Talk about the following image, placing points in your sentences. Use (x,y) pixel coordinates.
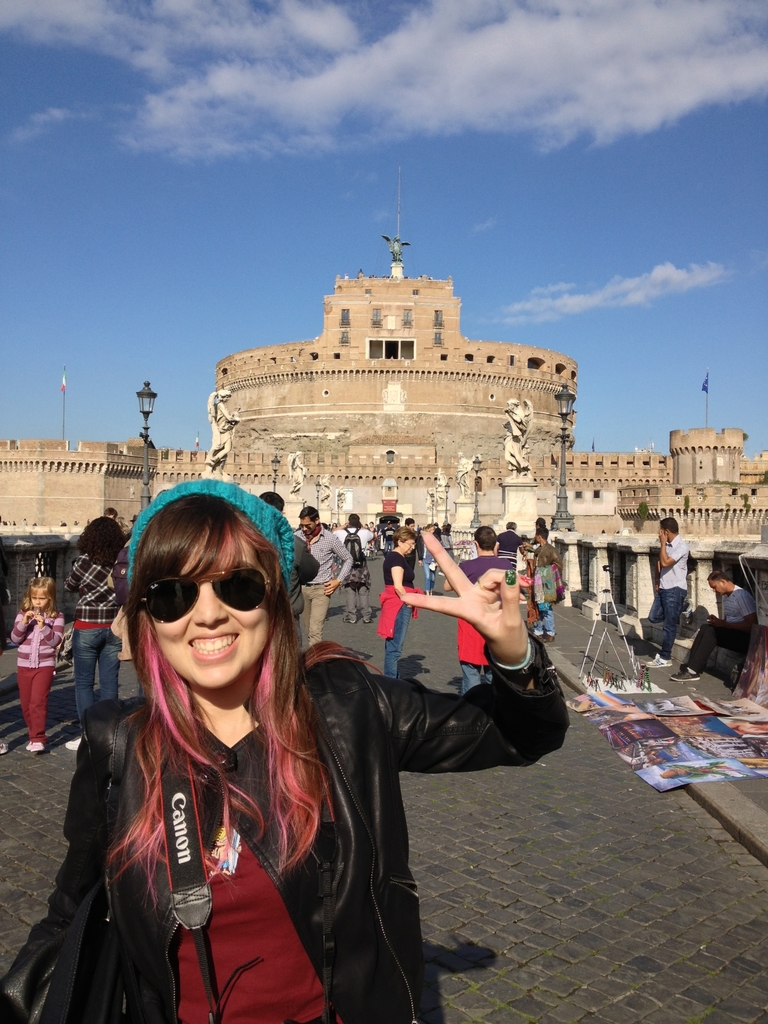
This is the woman (332,796) standing and smiling. She wore a cap (273,530), goggles (253,575), jacket (397,836) and T-shirt (249,913). These are the posters (685,754), which are kept on the road (678,808). Here is a man (718,643) sitting. This looks like a building (426,379). These are the sculptures (221,421), which are placed on the pillars (511,497). I think these are the street lights (563,403). There are groups of people (354,528) standing. I think this is a flag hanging to the pole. These are the clouds (491,125) in the sky (412,155).
